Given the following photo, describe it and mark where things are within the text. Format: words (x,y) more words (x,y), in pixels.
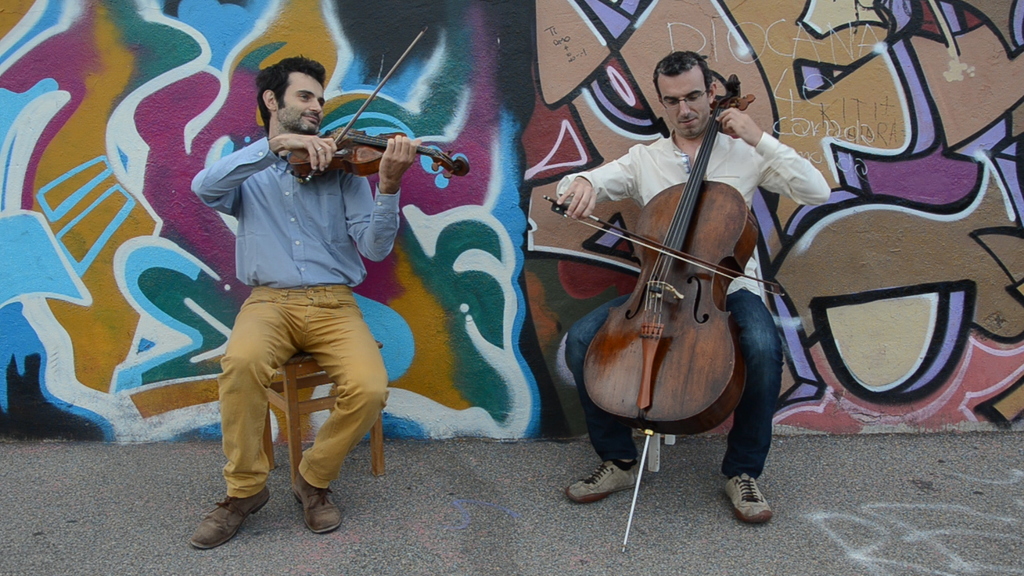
This image is clicked on the roads (139,460). There are two men (796,158) in this image. Both are playing string instruments (739,240). To the left (297,258), the man (271,330) is wearing blue shirt (341,238). To the right (749,307), the man (749,261) is wearing white shirt (684,175). In the background (558,176), on the wall (552,183) there is a graffiti (530,60). At the bottom (503,550), there is road (503,550).
